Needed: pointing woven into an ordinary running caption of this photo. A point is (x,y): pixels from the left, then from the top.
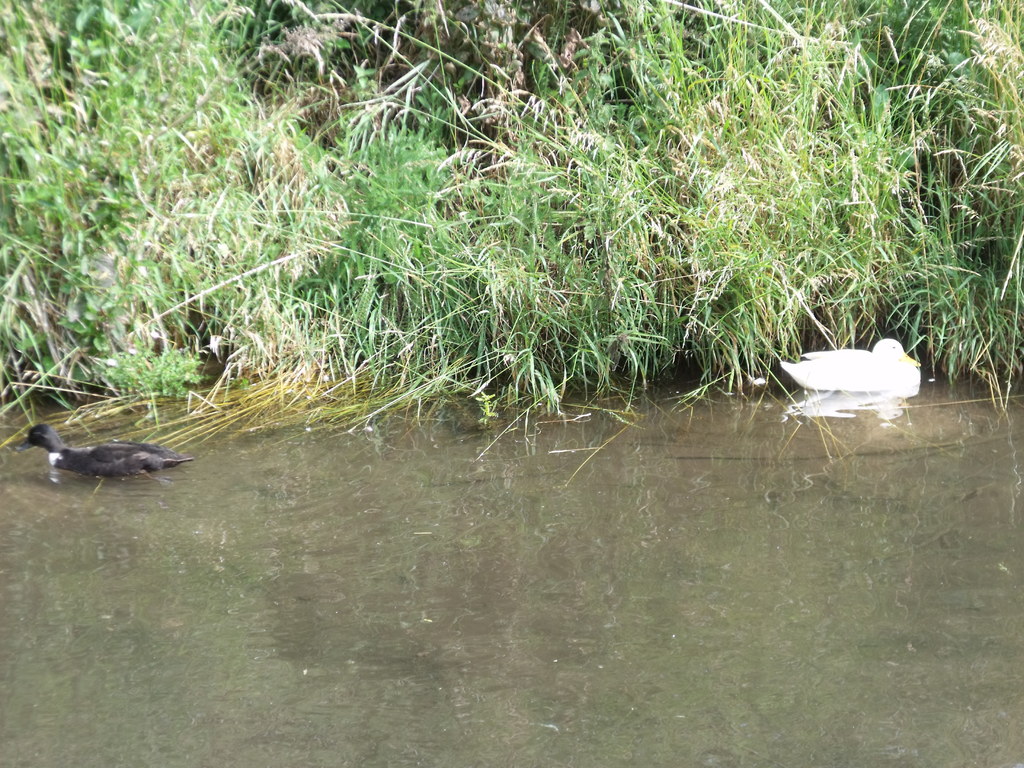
In this image, we can see some plants (88,296) and grass (357,208). There are ducks (875,370) in the water (286,488).
